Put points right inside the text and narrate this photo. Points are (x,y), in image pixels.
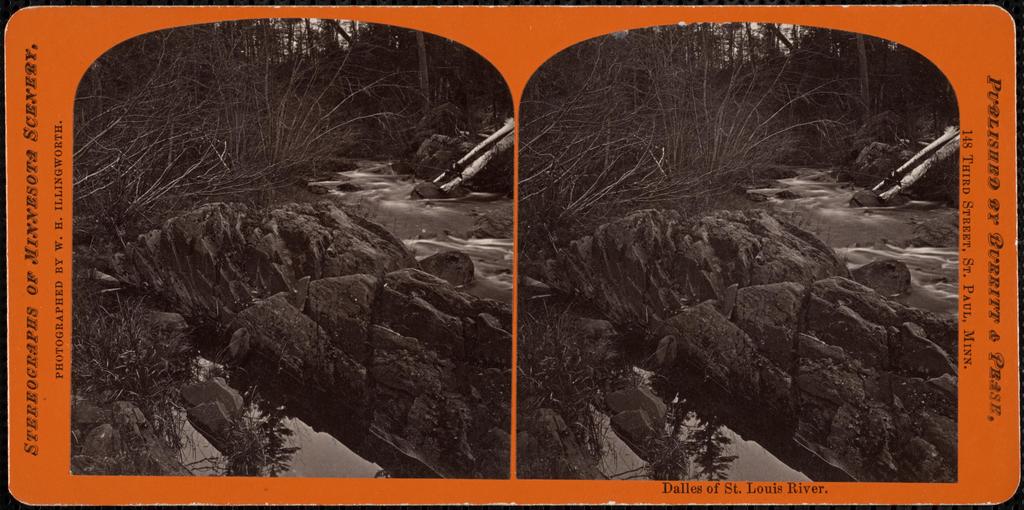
I see this is a collage image and I see rocks (766,252), trees (536,138) and I see the water (715,476) and I can also see the orange color thing (310,15) on which there are words (28,454) written.
